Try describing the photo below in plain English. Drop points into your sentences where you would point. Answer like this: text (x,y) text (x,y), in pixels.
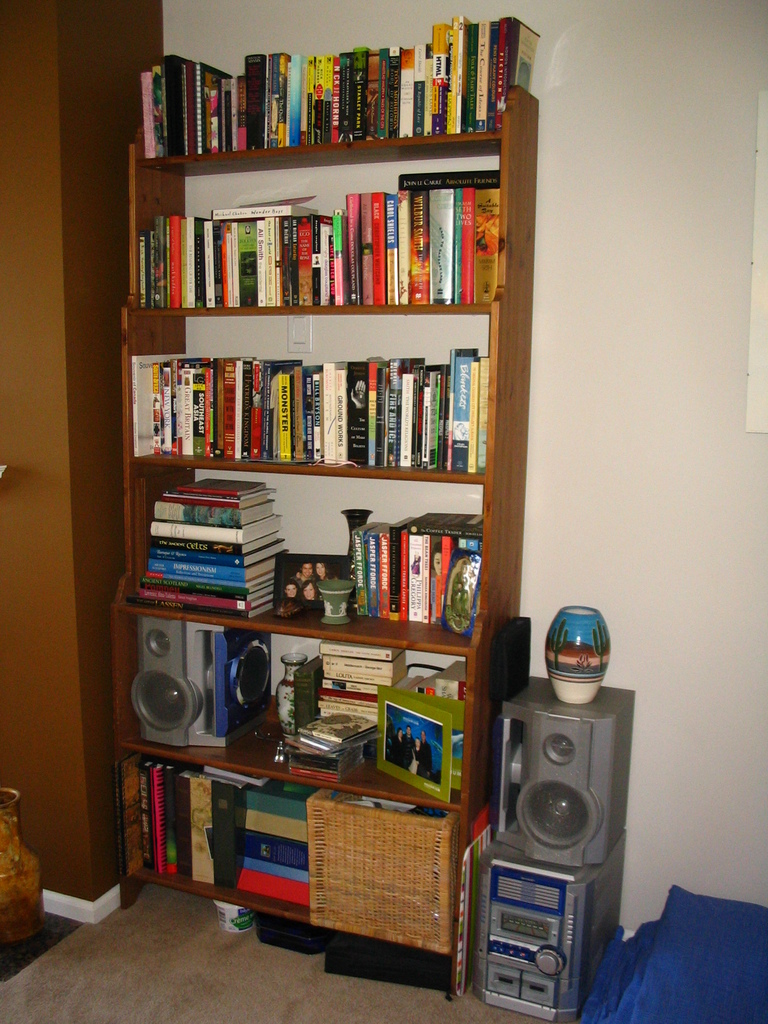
In this image there is a wall (546,193), in front of the wall (306,178), there is a rack (218,765) in which there are some books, speakers (159,690), beside the rack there are speakers (532,793) on which there is a glass object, cloth (673,956), on the left side (62,162) maybe there is a cabinet (49,259), pot (21,883).
